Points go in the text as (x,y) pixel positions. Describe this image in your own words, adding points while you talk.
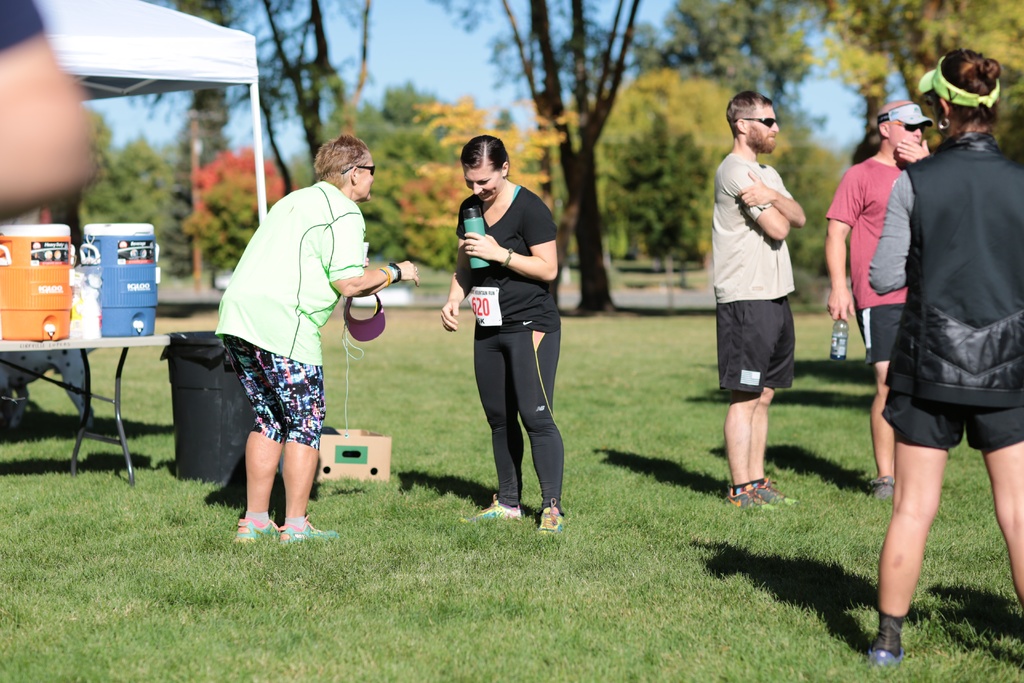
In this image I can see group of people (248,395) standing on the grass ground (623,420), beside them there is a tent (98,6) and trees (512,139) at the back (383,243).
